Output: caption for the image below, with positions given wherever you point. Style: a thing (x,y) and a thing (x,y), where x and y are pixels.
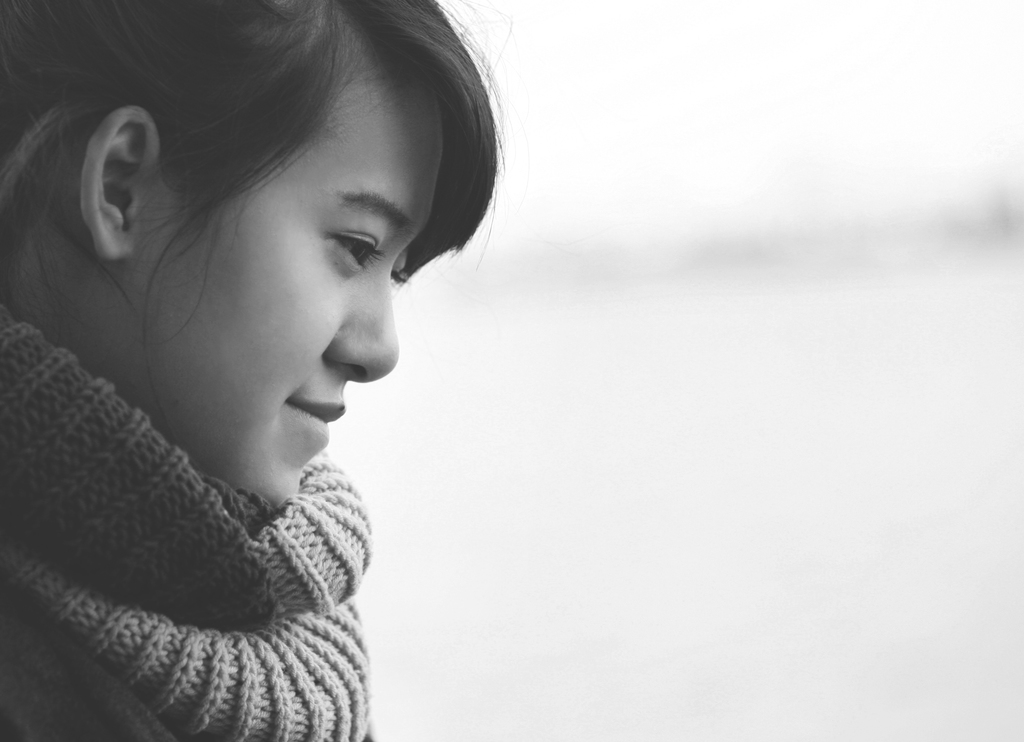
In this image we can see a girl (268,429) is smiling, she is wearing woolen cloth (132,614).
